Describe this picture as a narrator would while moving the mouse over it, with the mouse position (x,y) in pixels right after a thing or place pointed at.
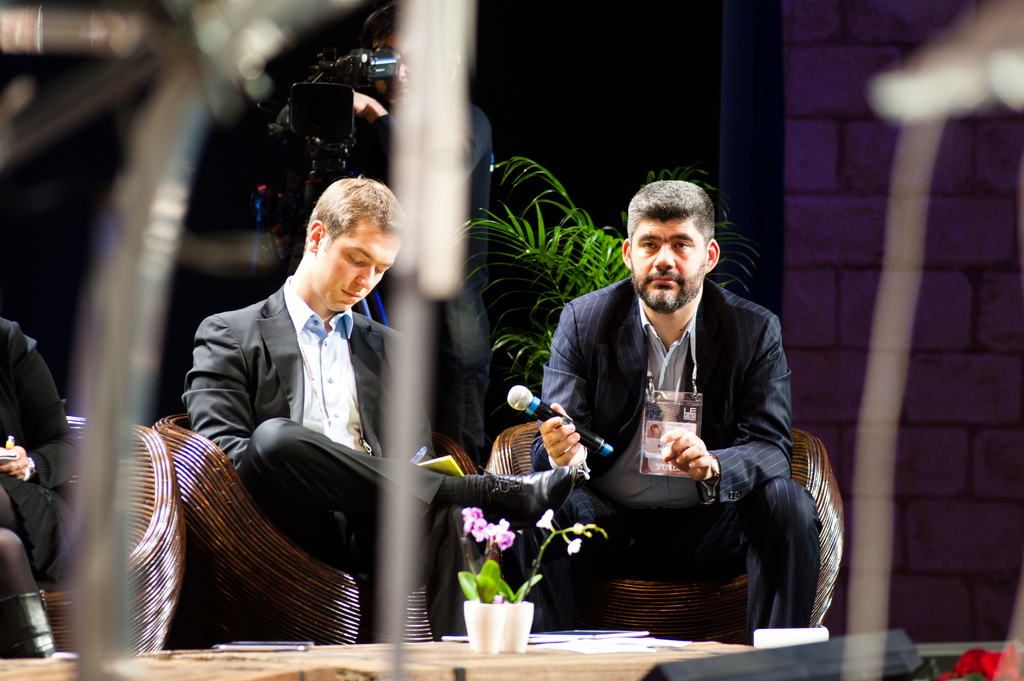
In this image there are three persons (273,483) sitting on chairs (528,440), one of them is holding a mic (540,411) in his hand (546,451), behind them there is a plant (523,355), beside the plant (552,249) there is a person (391,136) video graphing.
